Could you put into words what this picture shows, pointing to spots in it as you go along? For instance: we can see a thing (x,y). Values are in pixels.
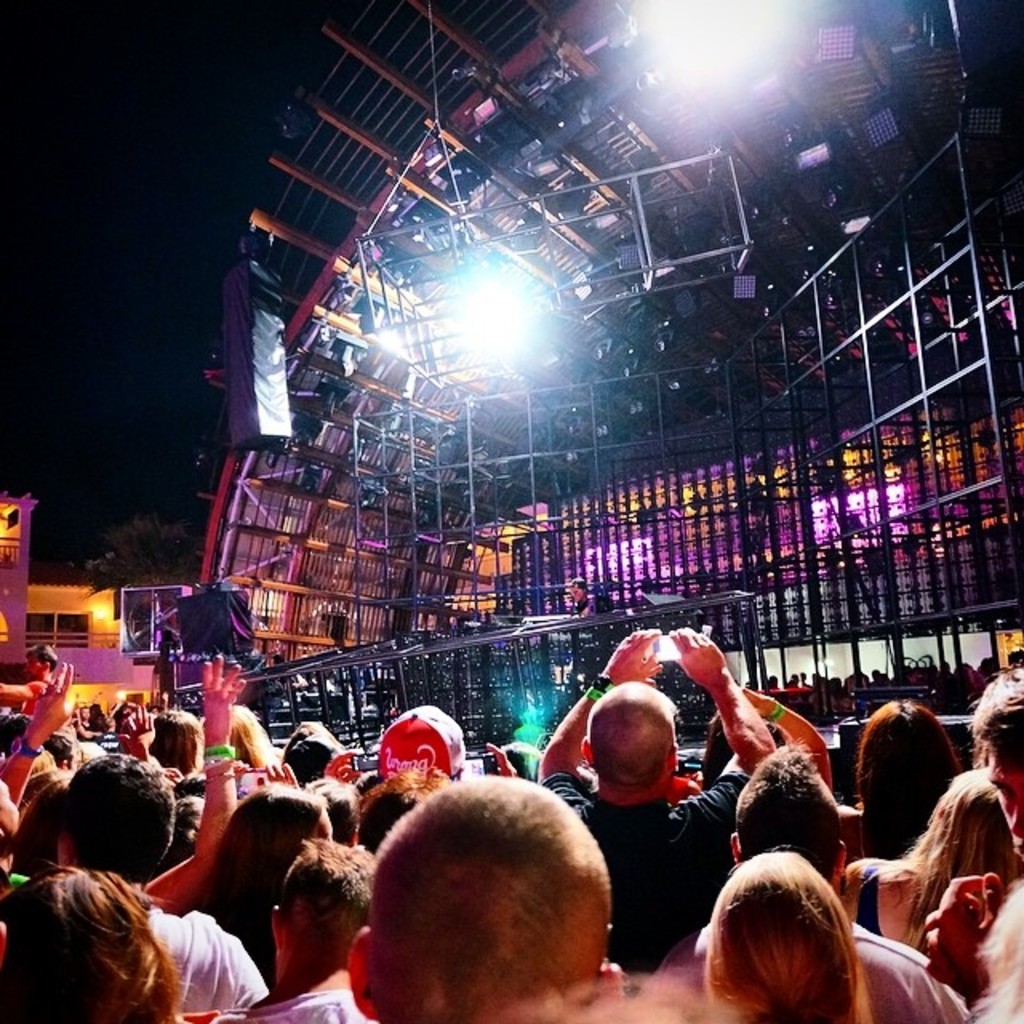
In this image I can see number of people (560,799) are standing in the front (649,756). In the background (427,573) I can see a stage (738,561), number of poles (247,472) and on the top side of this image (635,250) I can see few lights (752,60).
